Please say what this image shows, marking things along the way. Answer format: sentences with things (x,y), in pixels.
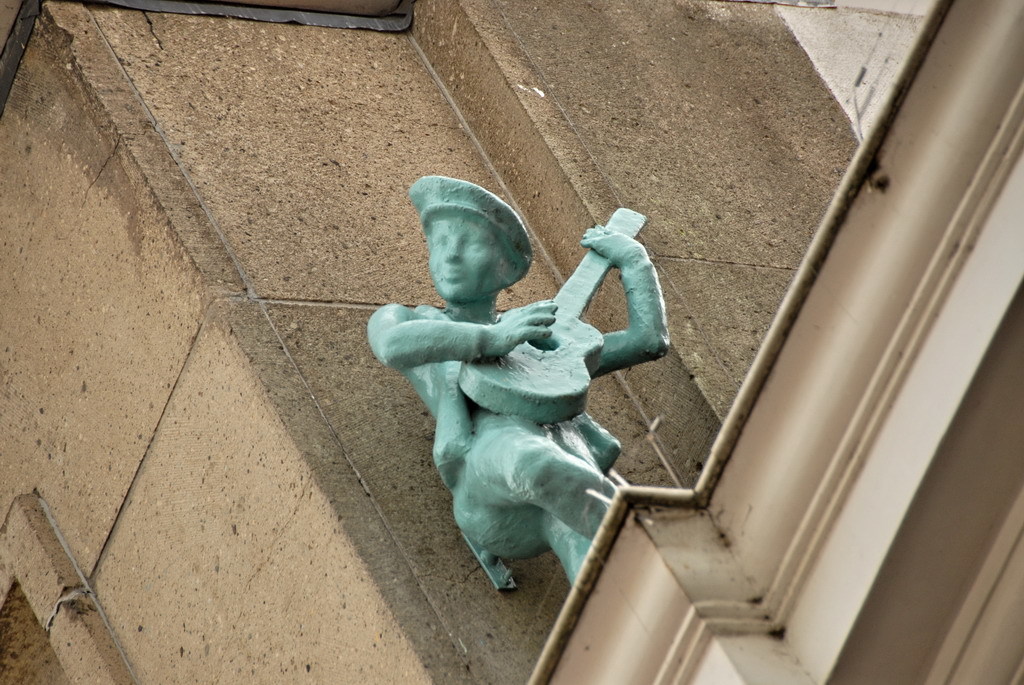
In this picture I can see the brown color stone wall (534,187) in front (561,12) and I can see a blue color statue (477,277) attached to it.
